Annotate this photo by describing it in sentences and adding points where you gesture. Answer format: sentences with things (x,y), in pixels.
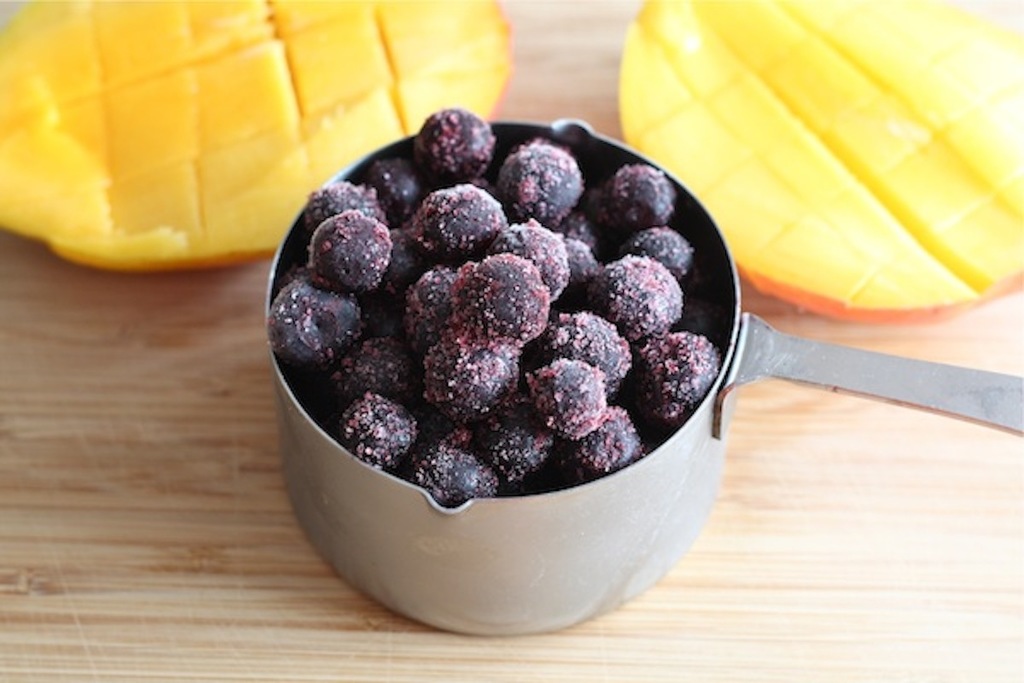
In this image we can see some food item (505,303) in the bowl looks like fruits (472,224) and there are yellow color fruits (389,55) near the bowl (497,156) on the table (810,534).
